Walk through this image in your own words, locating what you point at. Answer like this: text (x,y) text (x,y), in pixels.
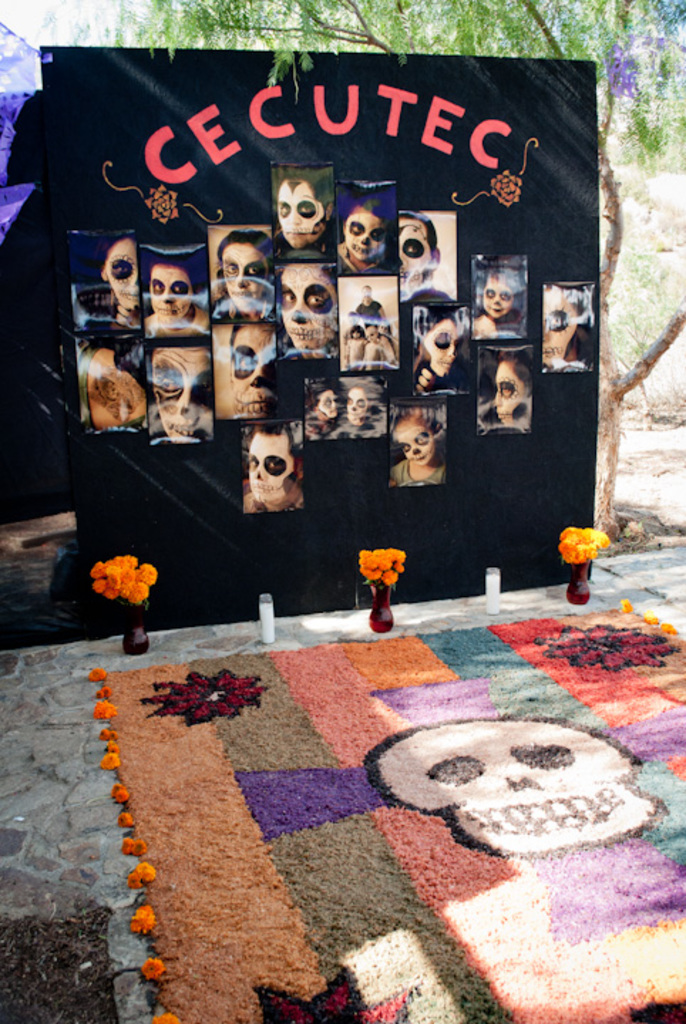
In this image there is a banner (288,172) on the floor (195,633). There are pictures (270,274) and text (284,128) on the banner (341,135). Behind the banner (452,64) there are trees (294,16). In front of the banner (120,609) there are flower vases (123,606). At bottom (236,842) there is decoration (376,860) on the floor (2,853).
